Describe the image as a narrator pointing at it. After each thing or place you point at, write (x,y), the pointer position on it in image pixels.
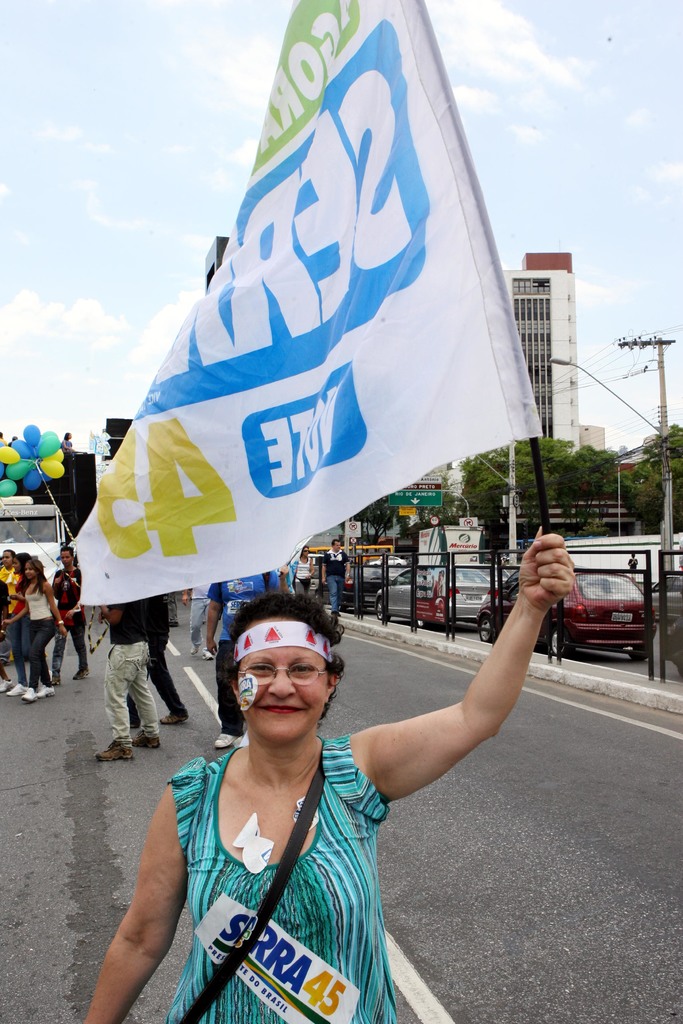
In this image there is a woman (107,1023) holding a stick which is having a flag (386,454). Few vehicles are on the road (73,794). Few people (121,743) are walking on the road (617,662). Right side (499,572) there is a fence (590,575). Behind there are few poles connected with wires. Background (644,506) there are few trees (614,480) and buildings (552,351). Left side (58,466) there are few balloons (4,450). Top of the image (132,161) there is sky (100,226).
